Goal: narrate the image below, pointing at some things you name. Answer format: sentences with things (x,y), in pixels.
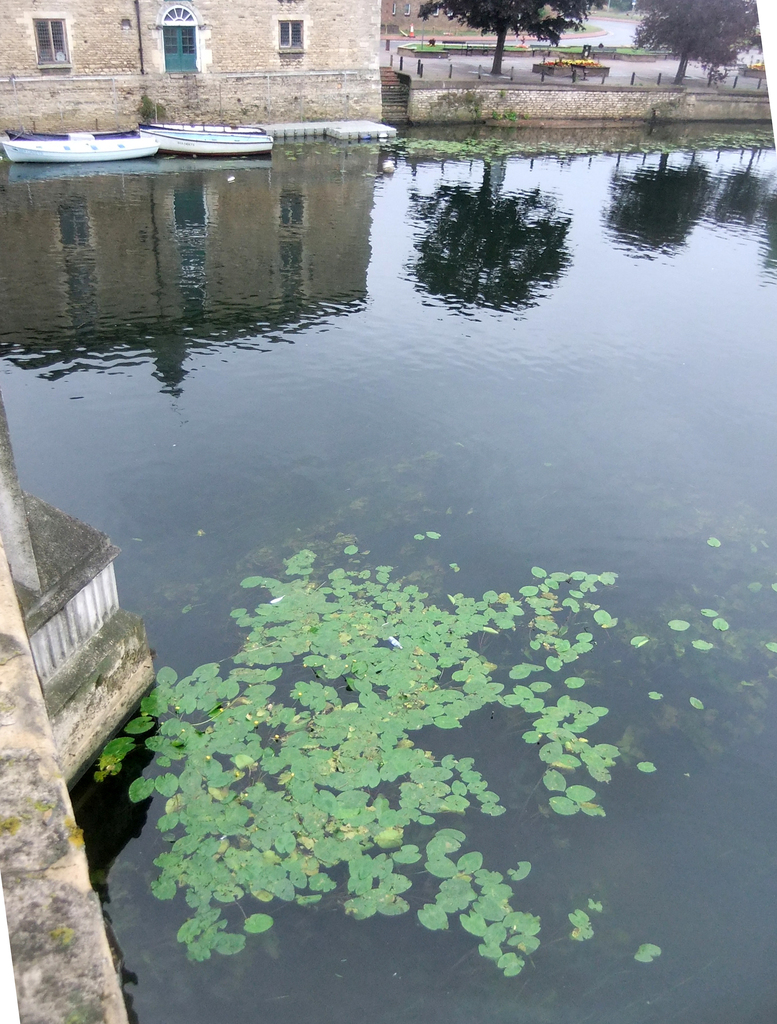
There are lotus plants (379,753) in the water (546,333), on which, there are white color boats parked aside. On the left side (21,769), there is a wall (103,638) of building (108,698). In the background (128,51), there is a building (37,22) which is having windows (58,49), a wall (356,98), near steps (397,108), there are trees (701,52) and there are other objects (520,44).
